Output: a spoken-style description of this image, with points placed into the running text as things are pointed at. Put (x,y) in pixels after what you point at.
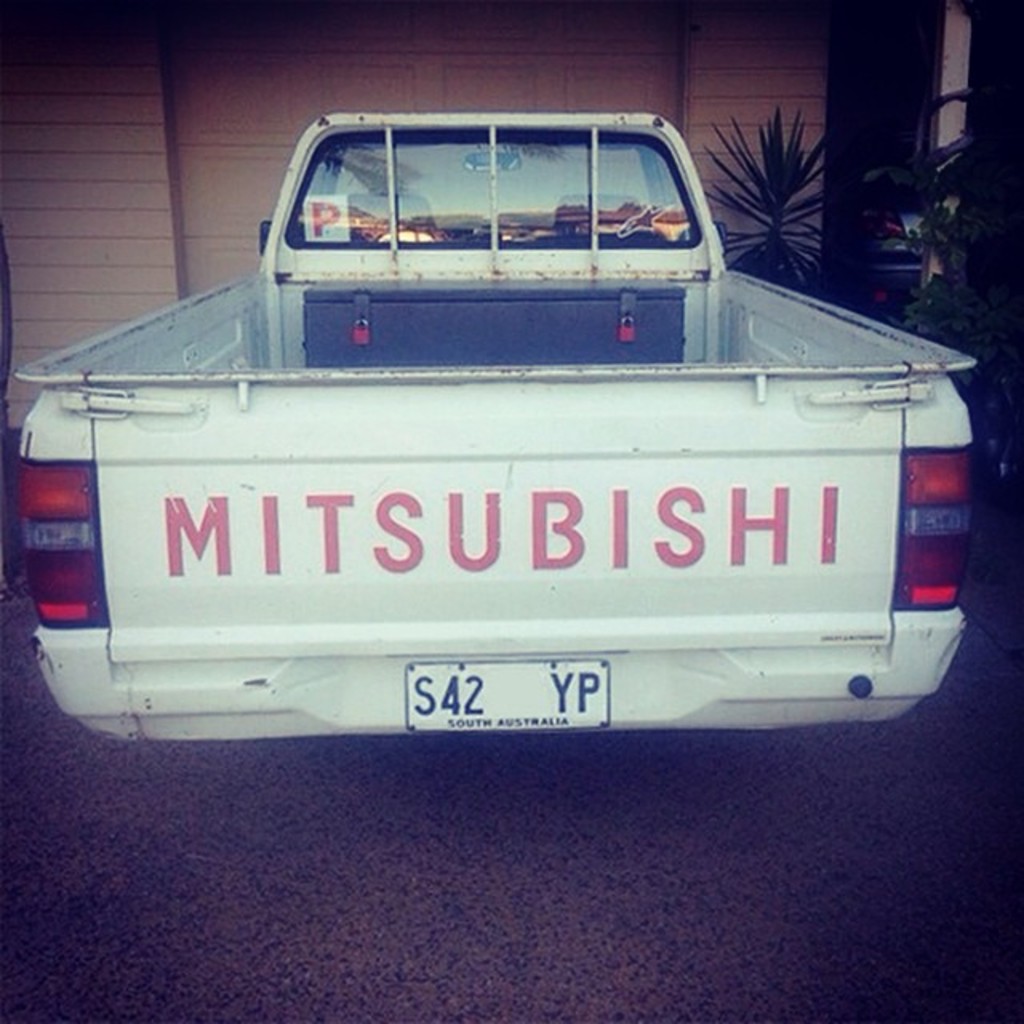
In this image I can see a vehicle (467,569) which is white in color on the floor (565,827). In the background (980,315) I can see few trees (763,230), another car (891,287) and the building (65,187).
